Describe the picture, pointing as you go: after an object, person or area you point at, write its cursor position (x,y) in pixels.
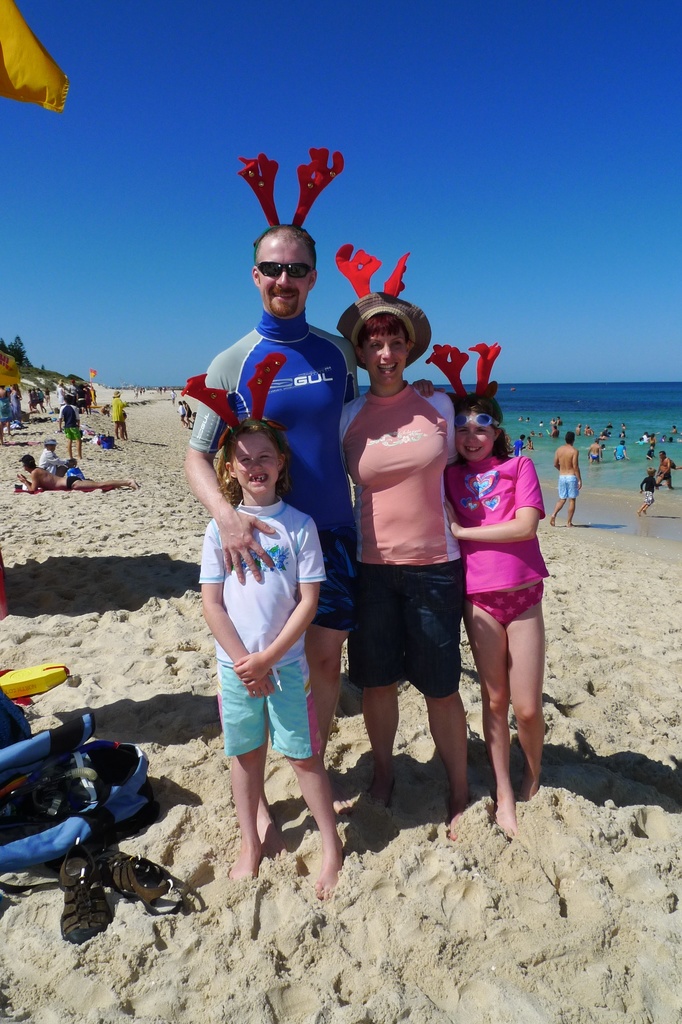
As we can see in the image there are few people (363,545) here and there, sand (445,1022), water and a sky (568,381).
